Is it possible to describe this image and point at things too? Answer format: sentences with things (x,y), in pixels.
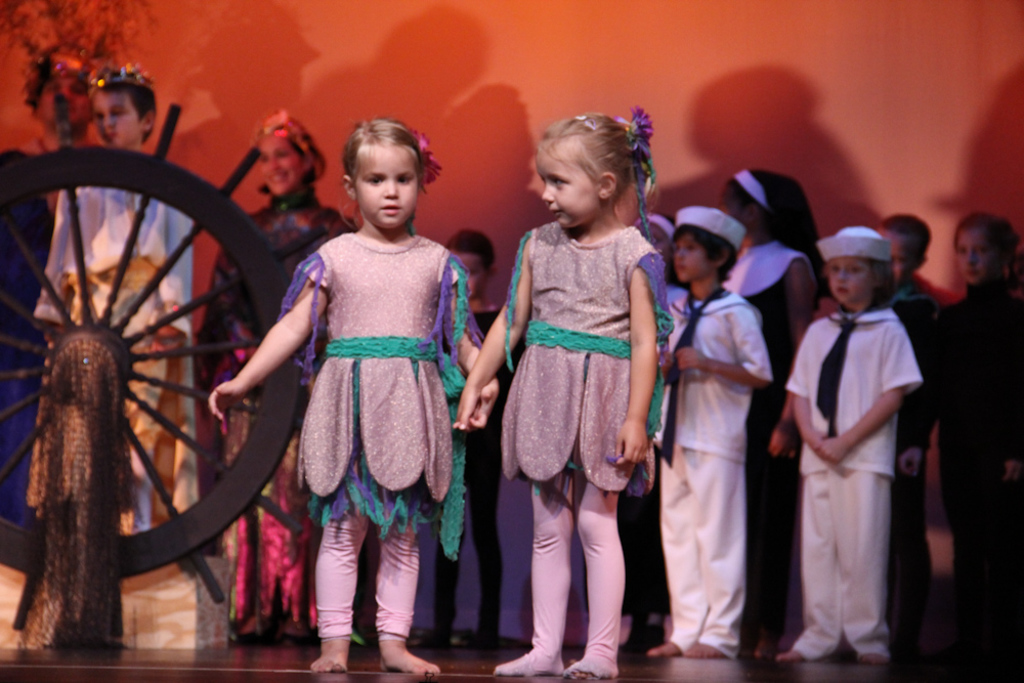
This image consists of children (778,327). It looks like they are acting in a play. On the left (87,281), we can see a wheel (149,541) made up of wood (109,169). In the background (467,120), there is a wall (479,95) in orange color. At the bottom (411,673), there is a dais (231,649).
